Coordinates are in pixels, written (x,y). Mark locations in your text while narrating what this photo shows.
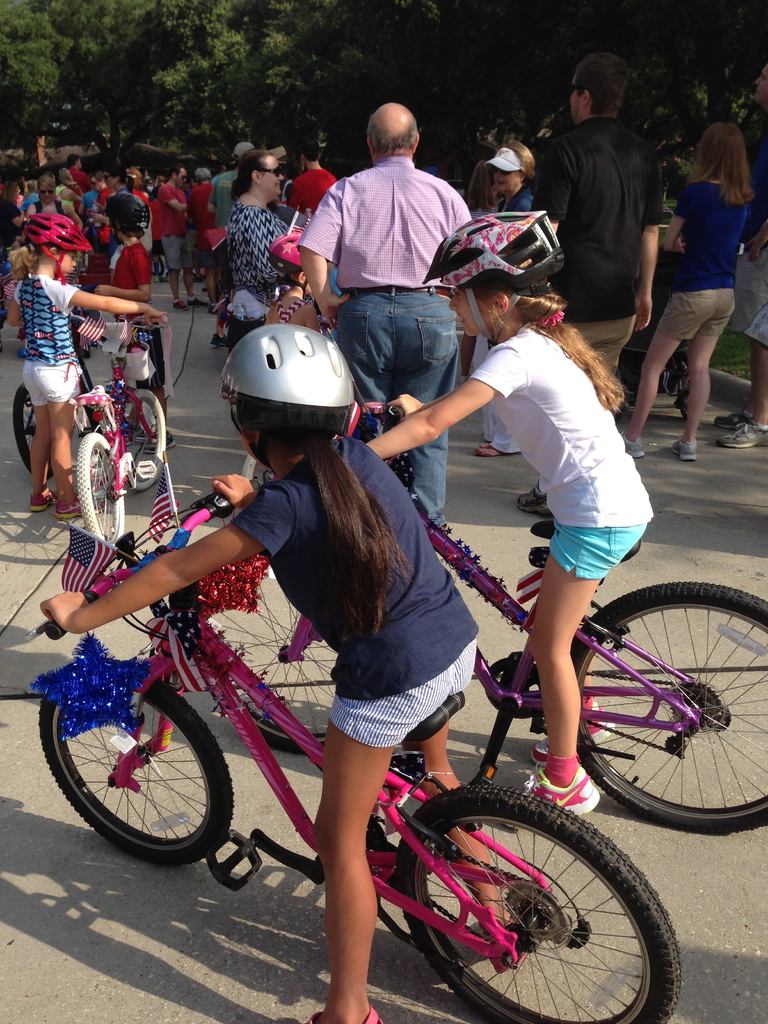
Some children (54,234) are riding bicycle (170,550) while few people (247,215) gathered around them.
